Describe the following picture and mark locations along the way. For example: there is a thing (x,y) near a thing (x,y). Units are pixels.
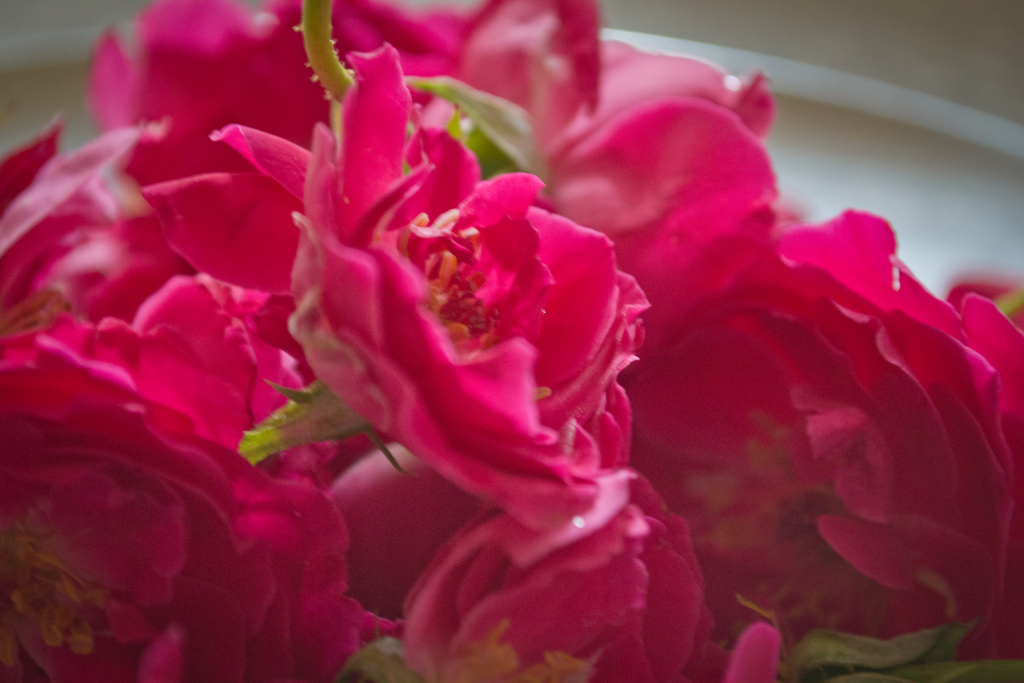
In this image, we can see some pink color flowers (468,195).
